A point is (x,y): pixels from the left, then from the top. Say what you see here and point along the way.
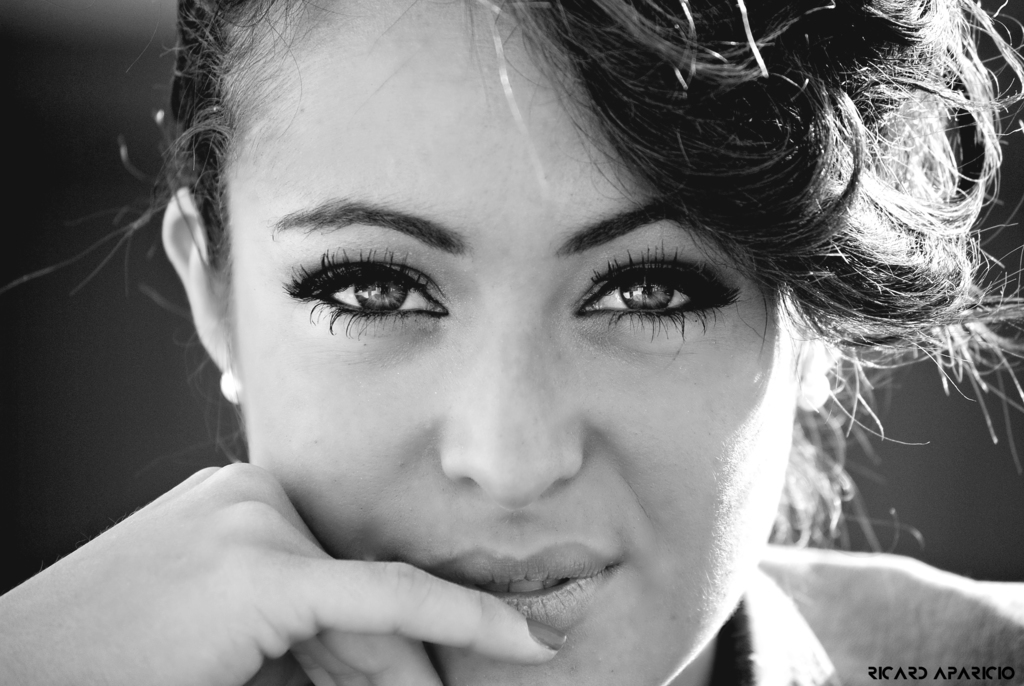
As we can see in the image there is a woman face (510,247) and the background (119,362) is blurred.
